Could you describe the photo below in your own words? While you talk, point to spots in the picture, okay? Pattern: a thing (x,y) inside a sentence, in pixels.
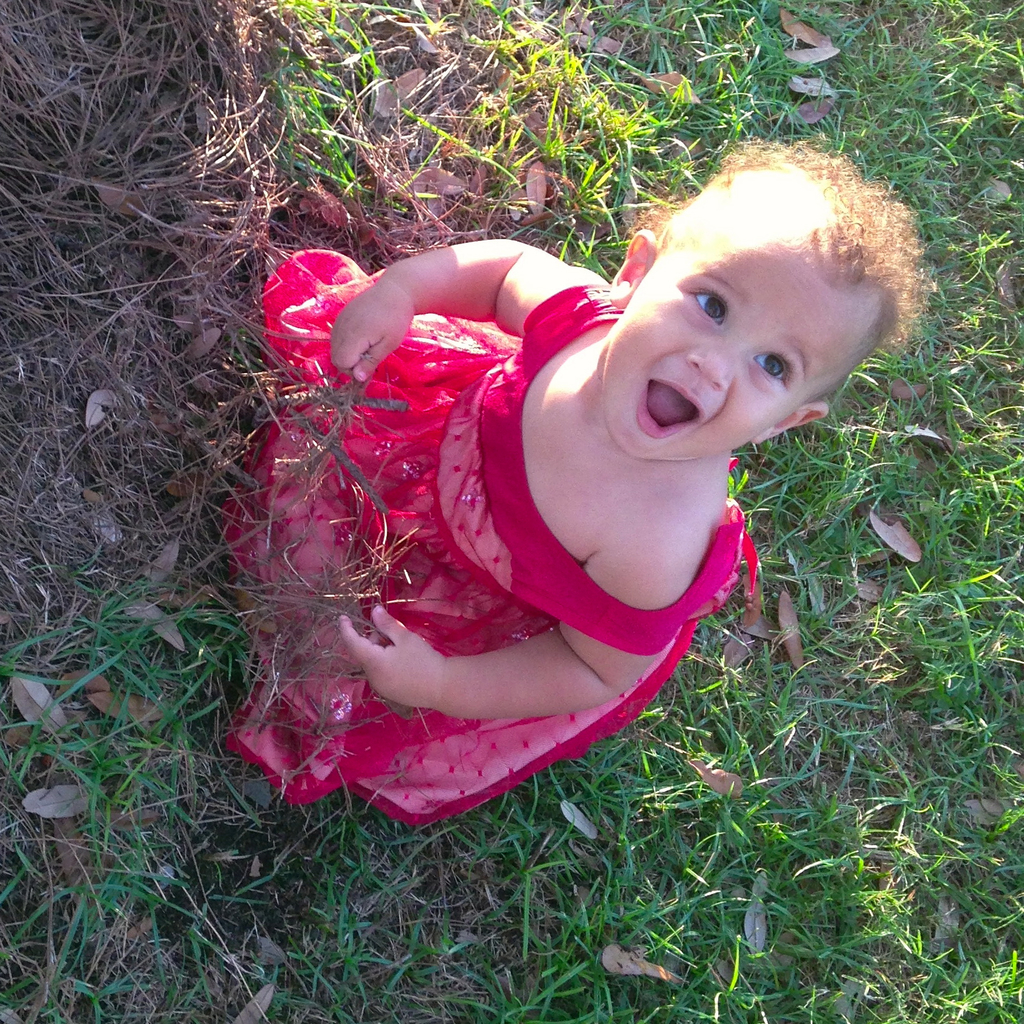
This picture is clicked outside. In the center (659,570) we can see a girl (476,412) wearing a frock (498,642) and sitting on the ground (446,897), the ground (788,895) is covered with the grass (649,904) and we can see the dry leaves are lying on the ground (750,89). In the left corner (157,127) we can see the dry grass (185,228).
